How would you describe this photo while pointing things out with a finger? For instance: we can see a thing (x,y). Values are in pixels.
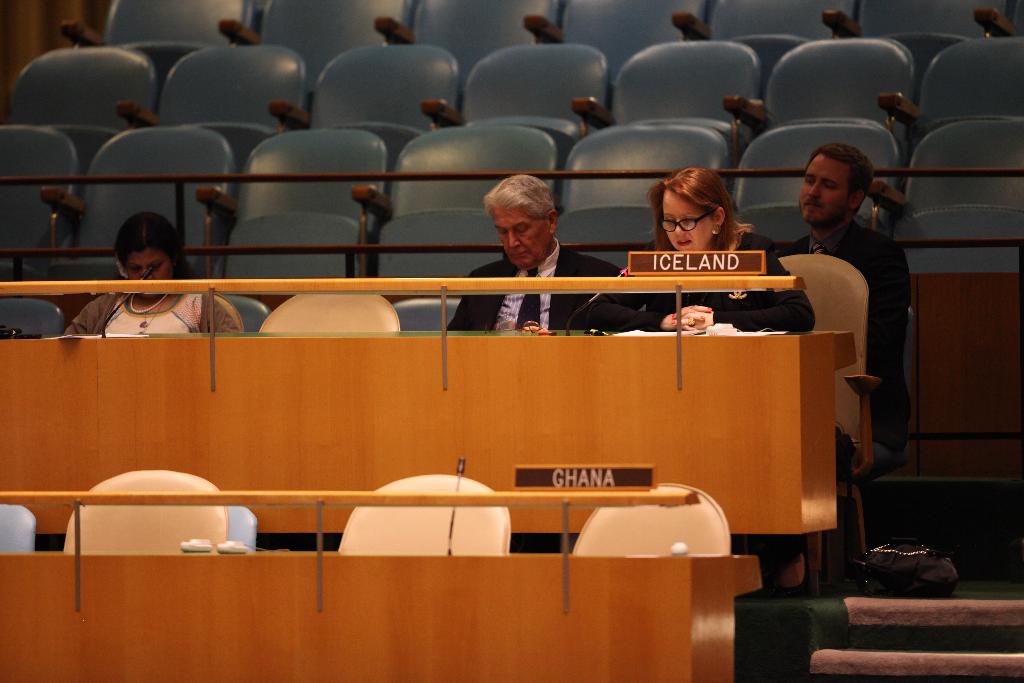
This image consists of four persons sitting in the chairs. In the front (470,581), we can see the desks (399,572) made up of wood (648,614). On the right (997,649), there are steps (997,637). And we can see a bag (875,571) kept on the floor (979,589). In the background (145,1), there are many chairs (269,312).
